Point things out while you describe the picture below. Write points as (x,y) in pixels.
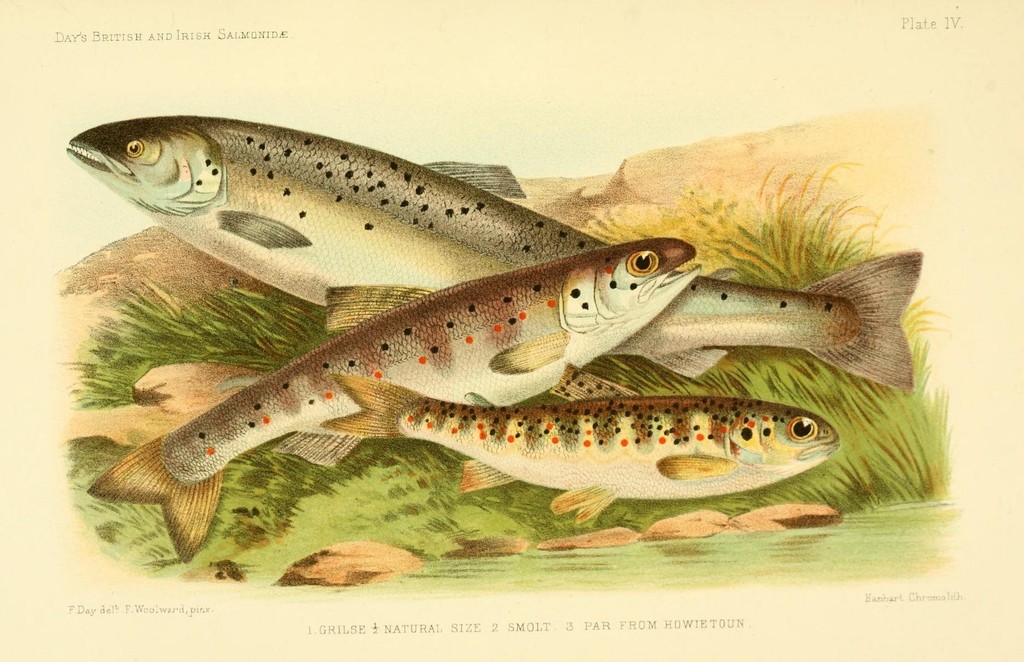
This picture is an art of paintings. In this picture, we see the fishes (468,282). At the bottom (367,514), we see grass (388,539). In the background (409,125), it is white in color. At the bottom of the picture (677,626), we see some text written on it.
